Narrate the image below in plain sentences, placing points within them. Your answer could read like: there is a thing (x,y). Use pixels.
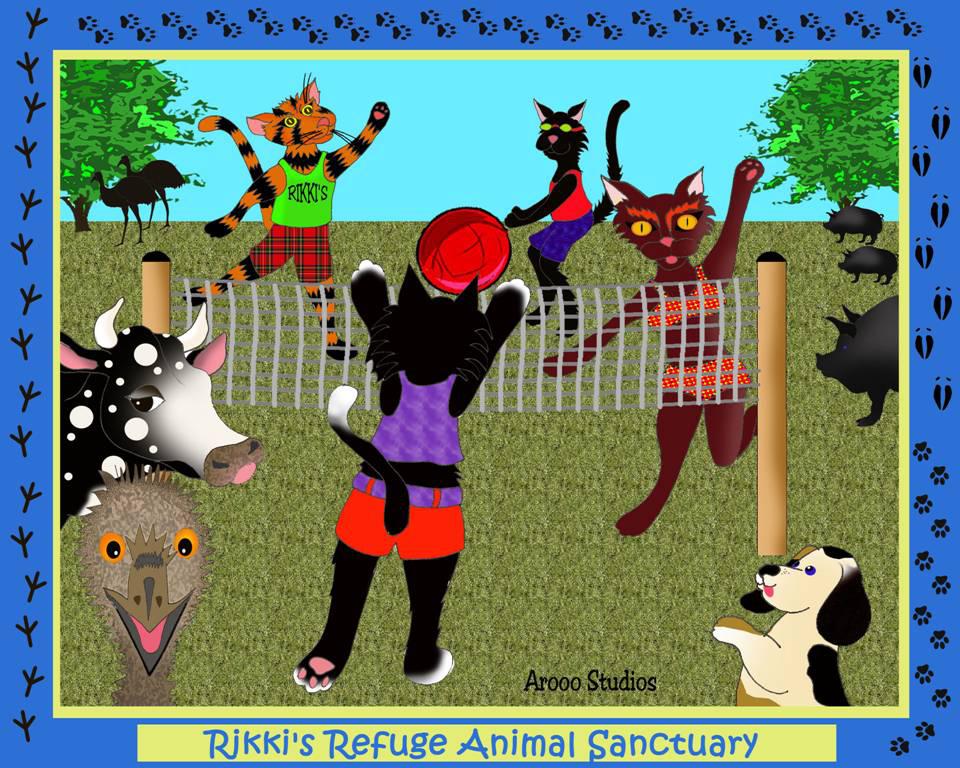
This image consists of a poster (485,394) with a few images (391,376) of animals (403,482), a net (322,390), trees (83,156), birds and there is a text (280,731) on it.
